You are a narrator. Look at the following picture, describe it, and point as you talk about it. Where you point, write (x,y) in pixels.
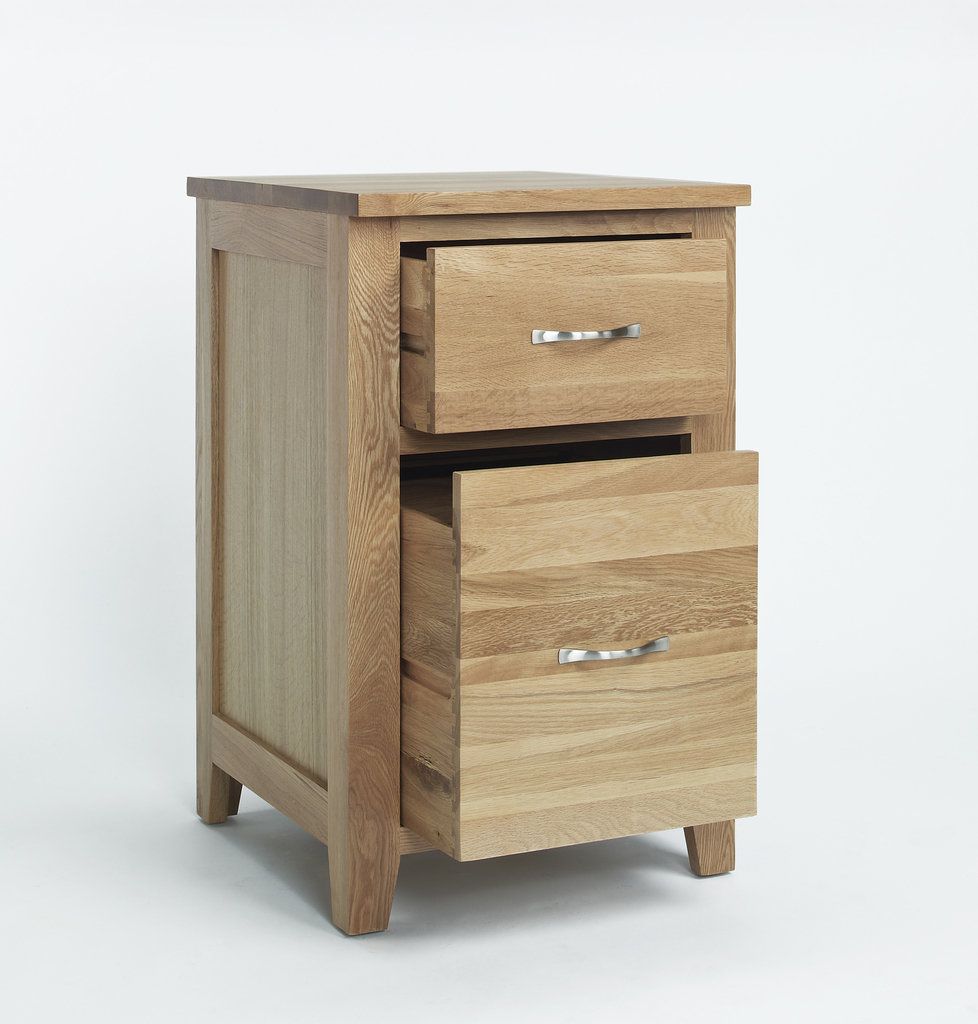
In the picture we can see a table (590,625) with a two drawers (596,670), it is prepared with a wooden (592,251), and handle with a metal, for this table (229,375) there are four corners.
